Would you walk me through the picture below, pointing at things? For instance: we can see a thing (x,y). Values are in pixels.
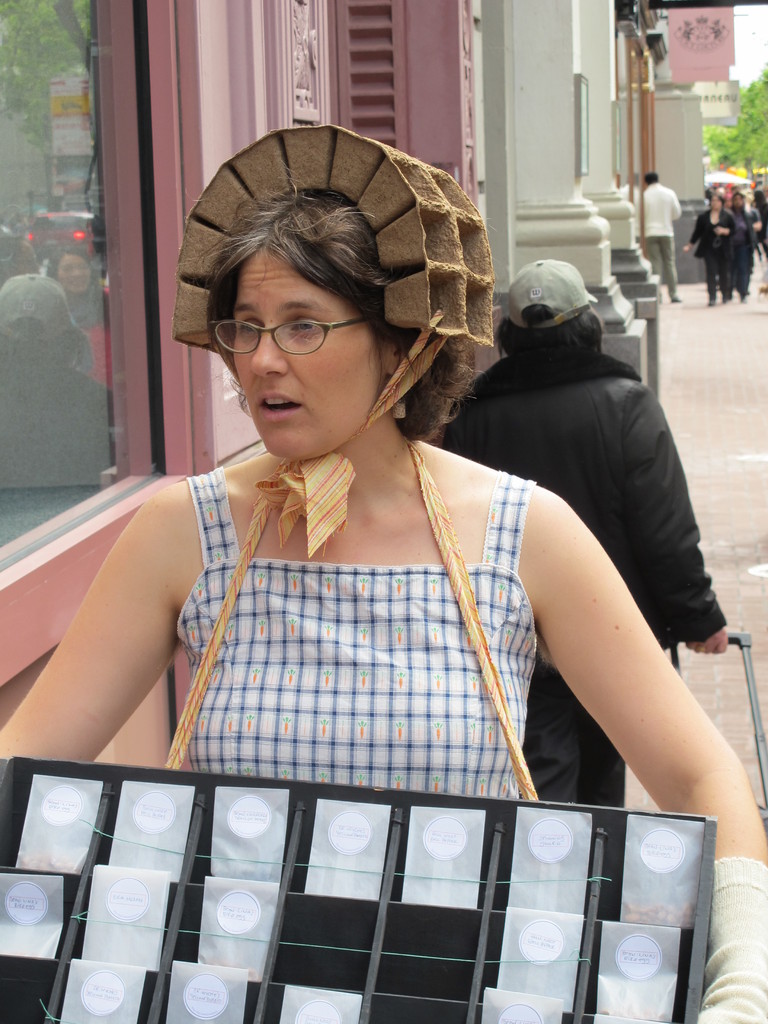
In the center of the image (347,361) there is a woman (235,708) standing and wearing spectacles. In the background (571,702) we can see persons (728,197), buildings (606,104), trees (763,133) and sky (744,38).
